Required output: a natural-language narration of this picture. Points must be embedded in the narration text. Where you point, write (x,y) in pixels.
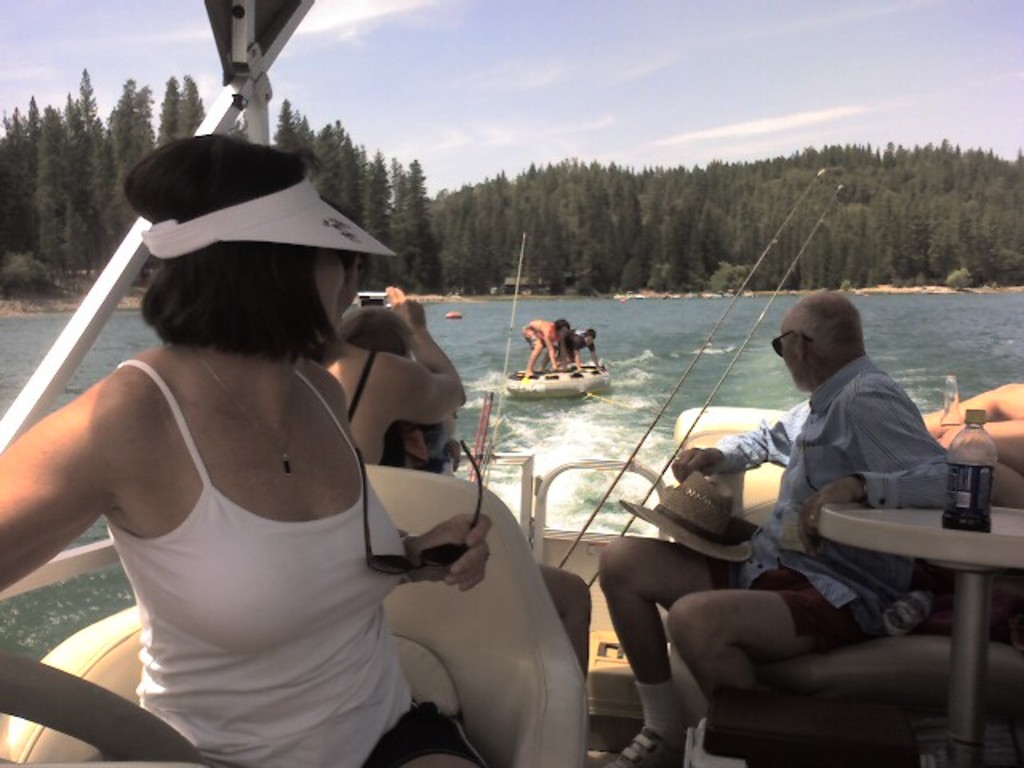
In the picture there is a old woman (321,611) sitting on the boat seat (489,664). Behind there is one old man (843,393) sitting and watching to the persons (542,341) who are standing on the boat (568,386). In the background (524,230) there is a sea water (565,419) and many trees (919,239).
